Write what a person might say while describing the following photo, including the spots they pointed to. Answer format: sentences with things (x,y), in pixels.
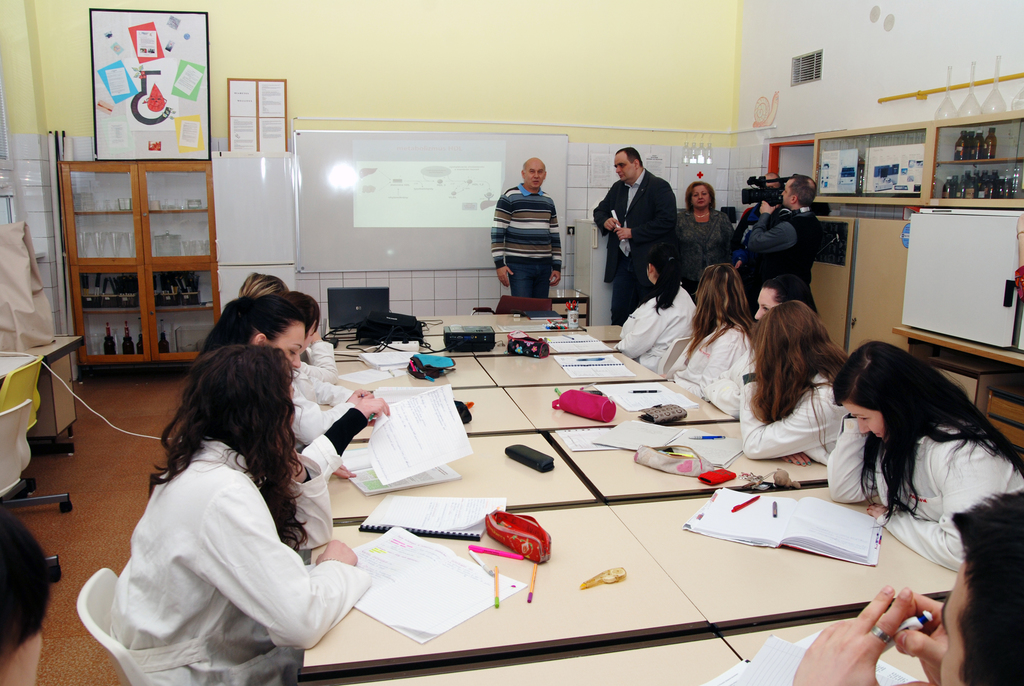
On the left side of the image (315,227) we can see a cupboard (124,174), a board (138,127) and some persons (169,459) are sitting and doing something. In the middle of the image (465,366) we can see a table (494,320) and a person (500,214) is standing and saying something. On the right side of the image (801,435) we can see some persons (942,443) are sitting on chairs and one person (778,269) is capturing video by a camera (762,206).
